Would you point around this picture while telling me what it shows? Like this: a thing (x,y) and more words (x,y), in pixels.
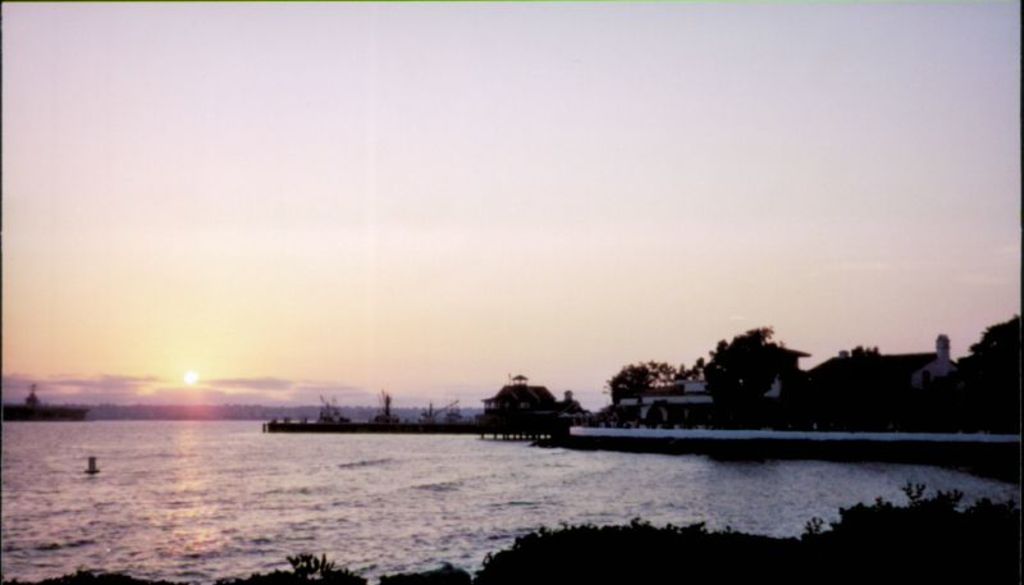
This is an outside view. On the right side (901,380) there are few trees (990,394) and buildings (674,422). On the left side (190,508) there is a sea (293,447). At the top of the image (556,145) I can see the sky (203,230) along with the sun (188,380).
